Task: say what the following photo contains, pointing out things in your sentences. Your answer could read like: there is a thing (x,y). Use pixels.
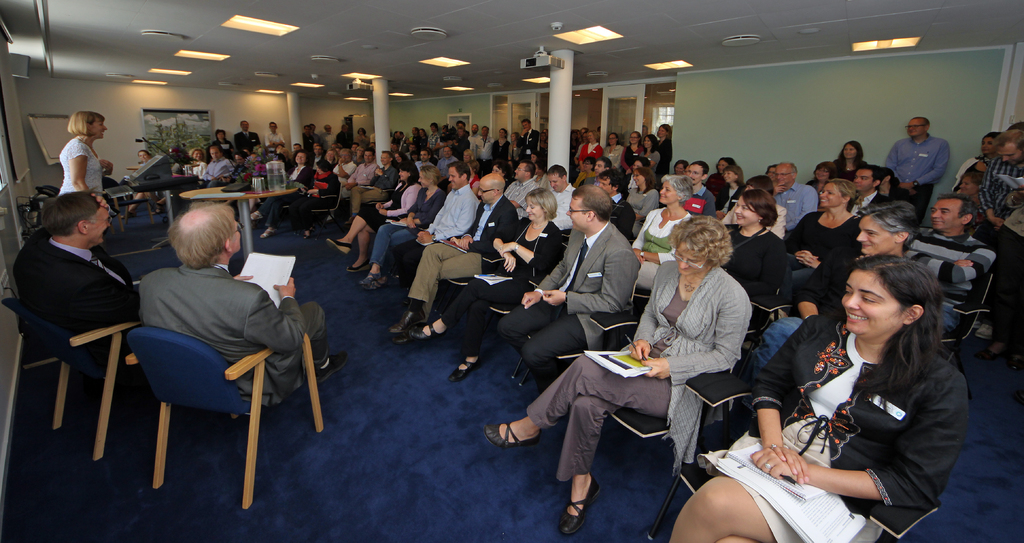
In the image there are many people (620,377) sat on chairs (740,366), It seems to be meeting or conference hall (70,11). There is woman (89,163) in front talking on mic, there are lights (250,22) on the ceiling (471,77), the floor (380,484) has blue color carpet (375,444).
